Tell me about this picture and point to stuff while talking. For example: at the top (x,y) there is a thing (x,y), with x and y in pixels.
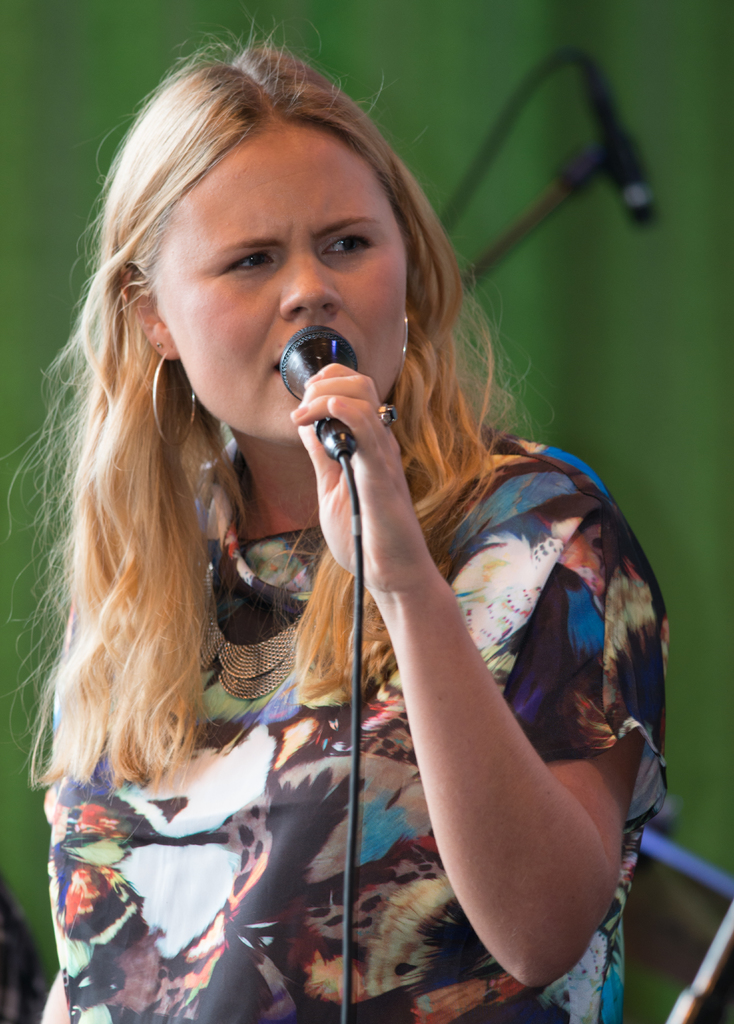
In this picture we can see woman (389,542) holding mic (337,362) in her hand (378,480) and talking and in background (520,323) we can see mic stand (616,171), green color wall (509,166).
